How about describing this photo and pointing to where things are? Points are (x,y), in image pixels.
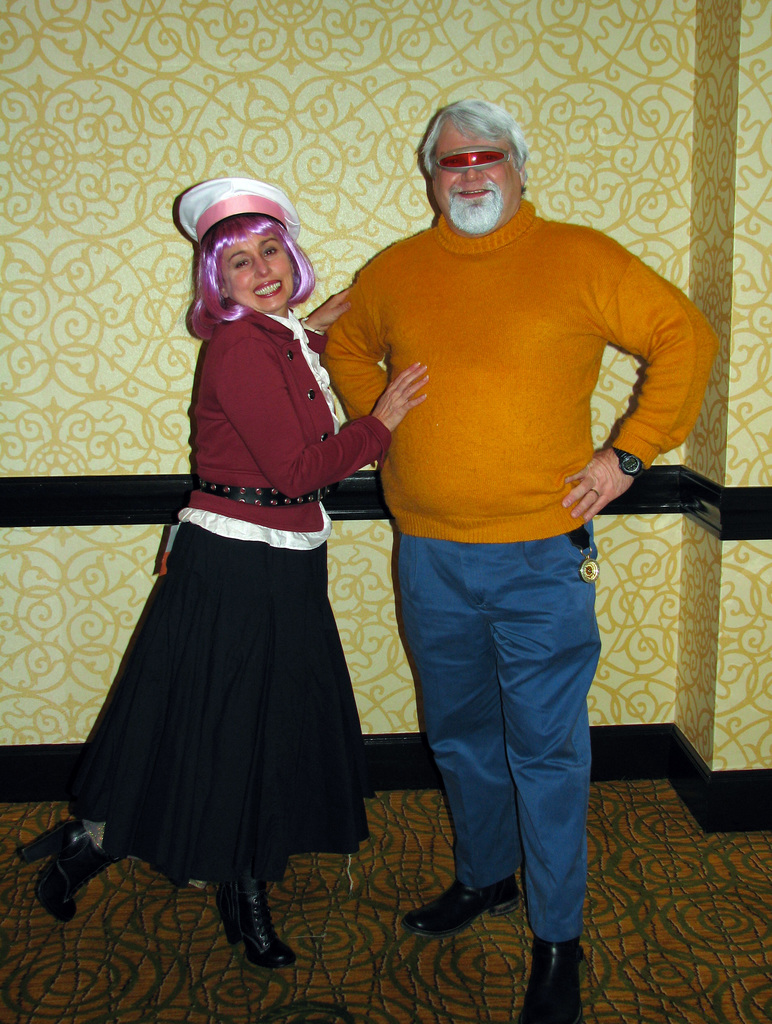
In this image there is a couple (298,398) standing with a smile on their face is posing for the camera, behind them there is a wall (160,223).
